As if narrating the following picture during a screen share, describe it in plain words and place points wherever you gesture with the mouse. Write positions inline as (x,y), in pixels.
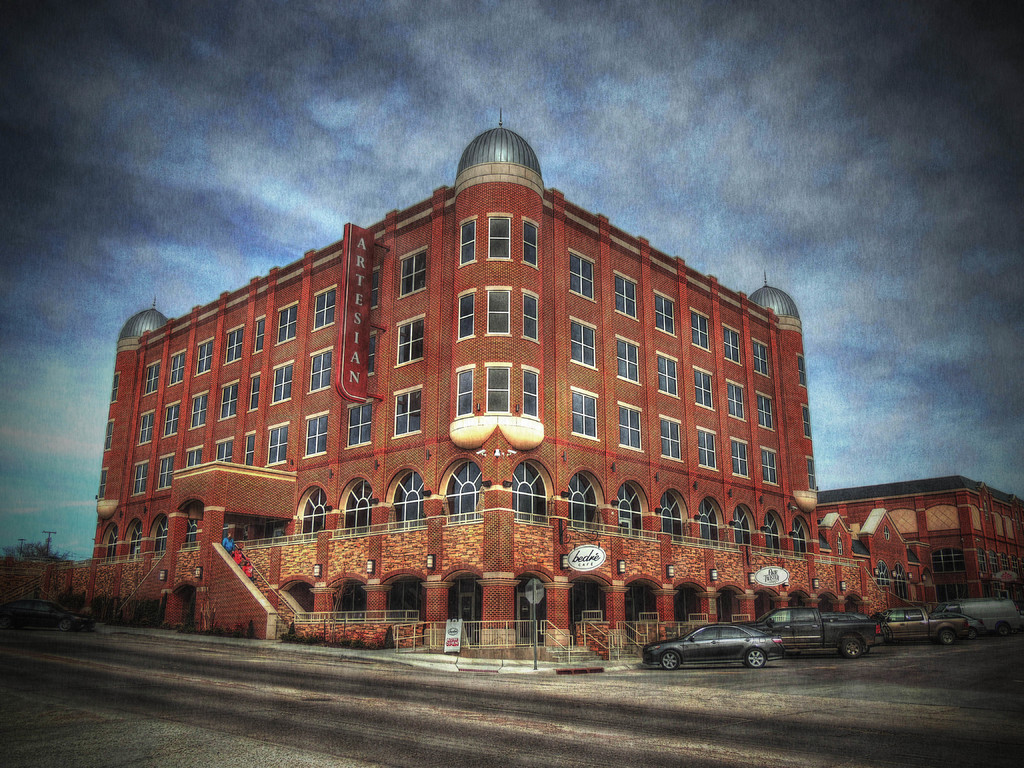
In this there is a building (520,430) in the middle (475,375). At the top (345,60) there is the sky (442,163). At the bottom (564,730) there is a road (906,640) on which there are few cars (830,627) parked. Beside the cars (711,652) there is a fence (472,630).
